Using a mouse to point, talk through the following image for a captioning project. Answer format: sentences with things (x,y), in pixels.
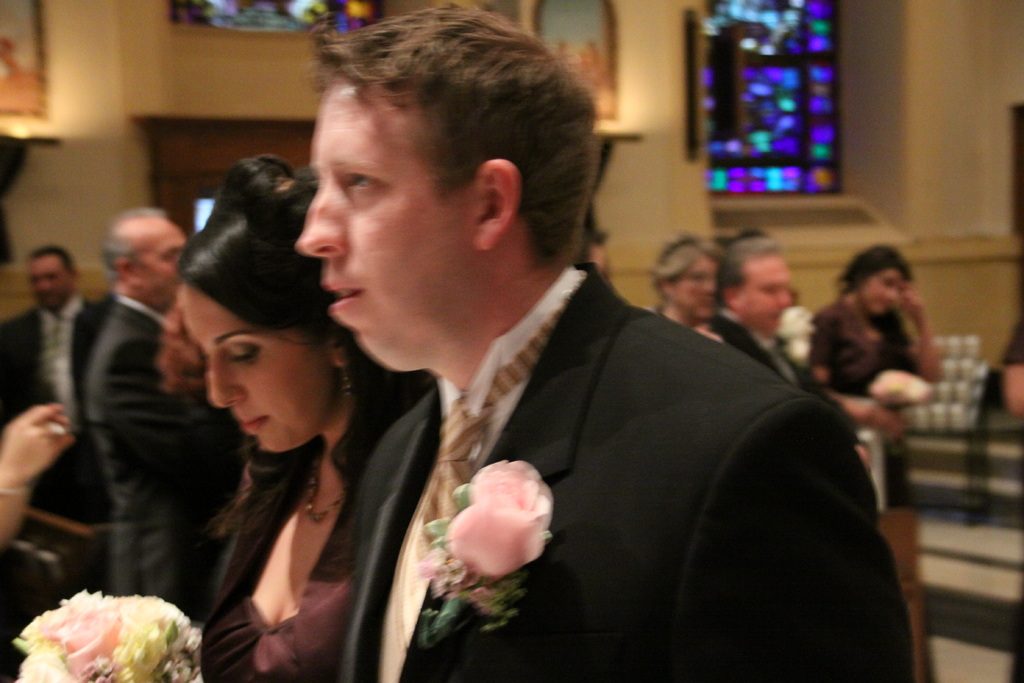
In this picture, there is a man (421,555) and a woman (314,635). Man (419,515) is wearing a black blazer (553,512). On the blazer (479,635), there is a flower (483,504). Beside him, there is a woman (280,555) wearing a brown frock (322,614) and she is holding a bouquet (55,640). In the background (76,334), there are people (30,329). Most of the men (39,318) are wearing blazers (117,368). On the top (248,51), there is a wall (850,90) with windows (798,117).
